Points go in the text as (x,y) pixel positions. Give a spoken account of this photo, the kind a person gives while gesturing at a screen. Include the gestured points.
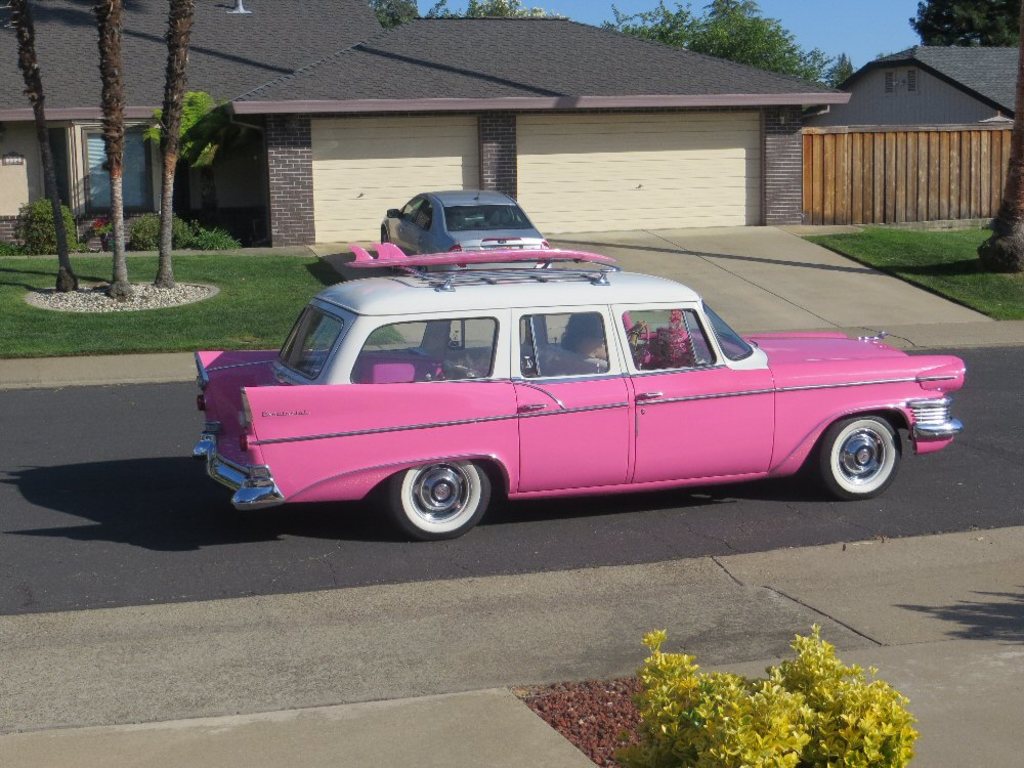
In this image I can see a pink colour car (417,429) and a silver colour car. I can also see plants (732,746), shadows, few houses (570,199), trees (679,31) and the sky (904,23).
